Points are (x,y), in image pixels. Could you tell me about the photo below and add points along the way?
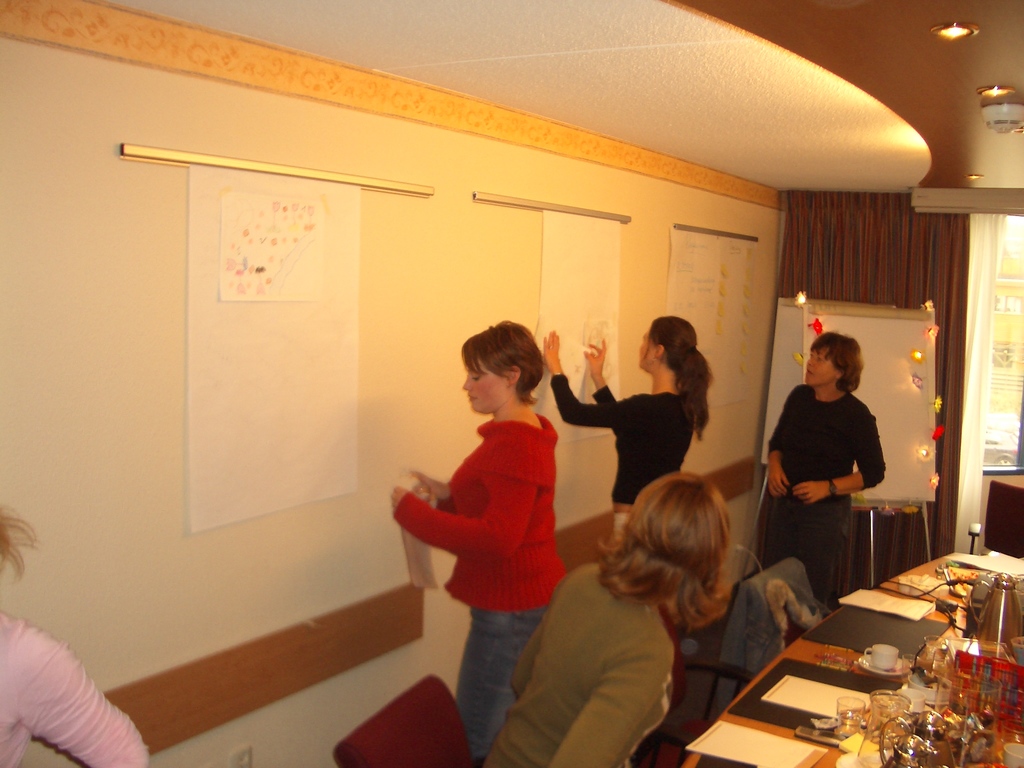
The picture is taken in a closed room (692,162) in which three people (487,554) are standing and one woman (573,672) is sitting on the chair (666,754) and in front of her there is a table (868,726) on which glasses (945,699), cups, papers (792,760) are present and at the corner behind the woman (822,473) there is one white board (919,446) and one curtain (822,232) and in front of the people (8,647) there is a big wall (466,145) where white paper (201,175) is sticked on it.
